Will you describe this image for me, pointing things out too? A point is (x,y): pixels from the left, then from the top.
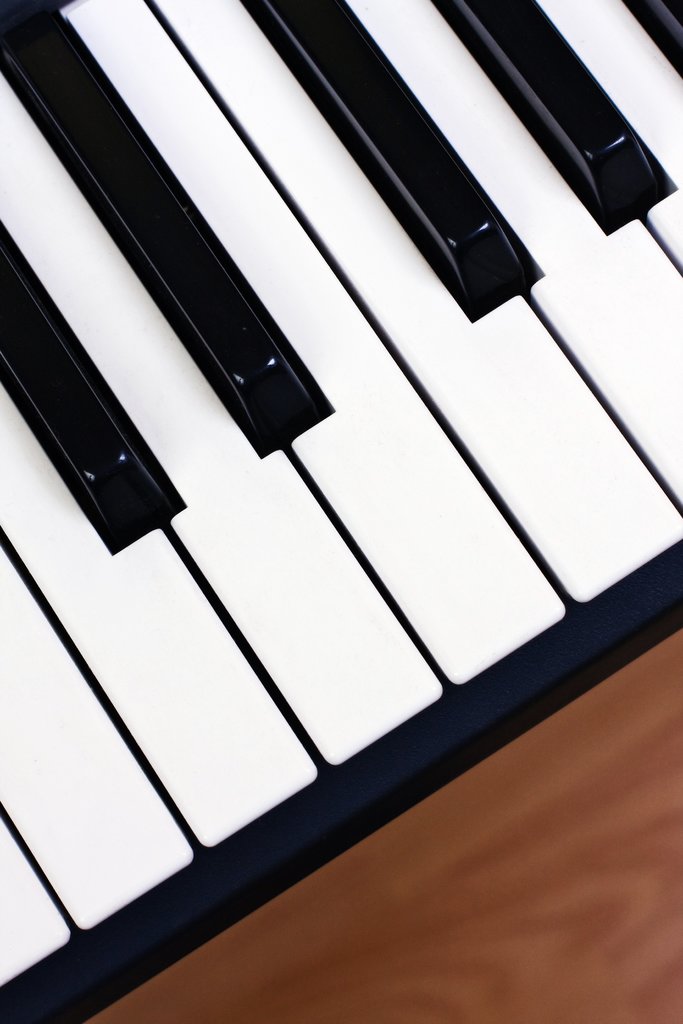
We can see piano keyboard (315,635).
